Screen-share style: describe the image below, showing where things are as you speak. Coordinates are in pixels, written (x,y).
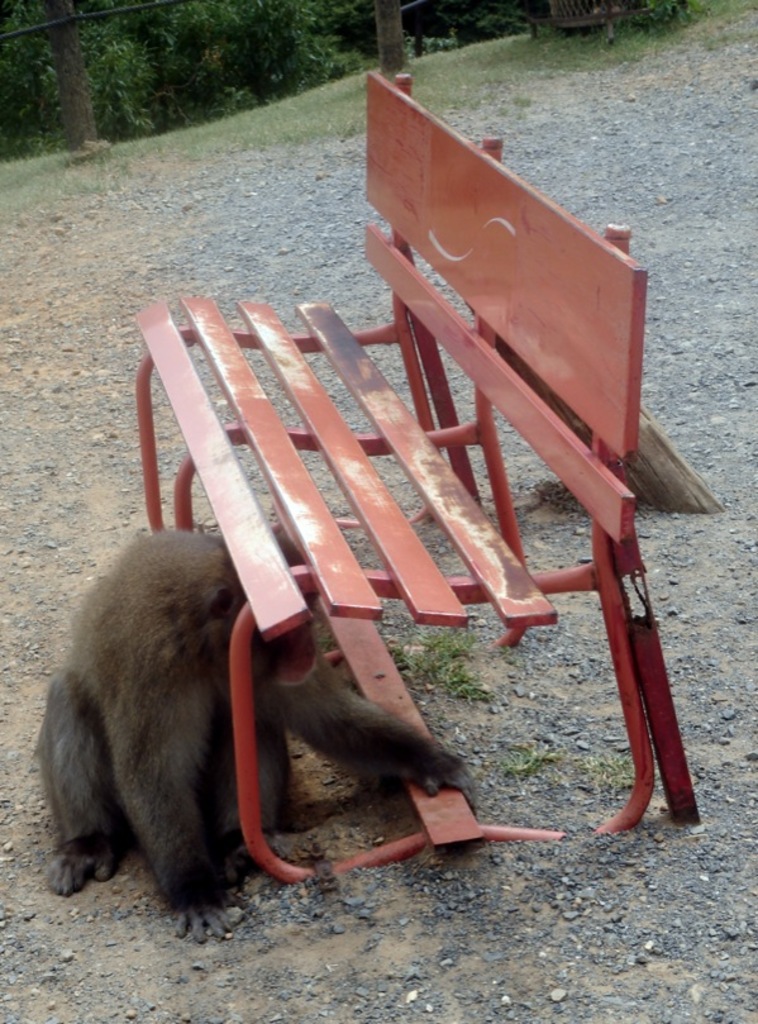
As we can see in the image there is bench (217,459), an animal (179,650), grass (245,129) and in the background (299,35) there are trees (304,45).
